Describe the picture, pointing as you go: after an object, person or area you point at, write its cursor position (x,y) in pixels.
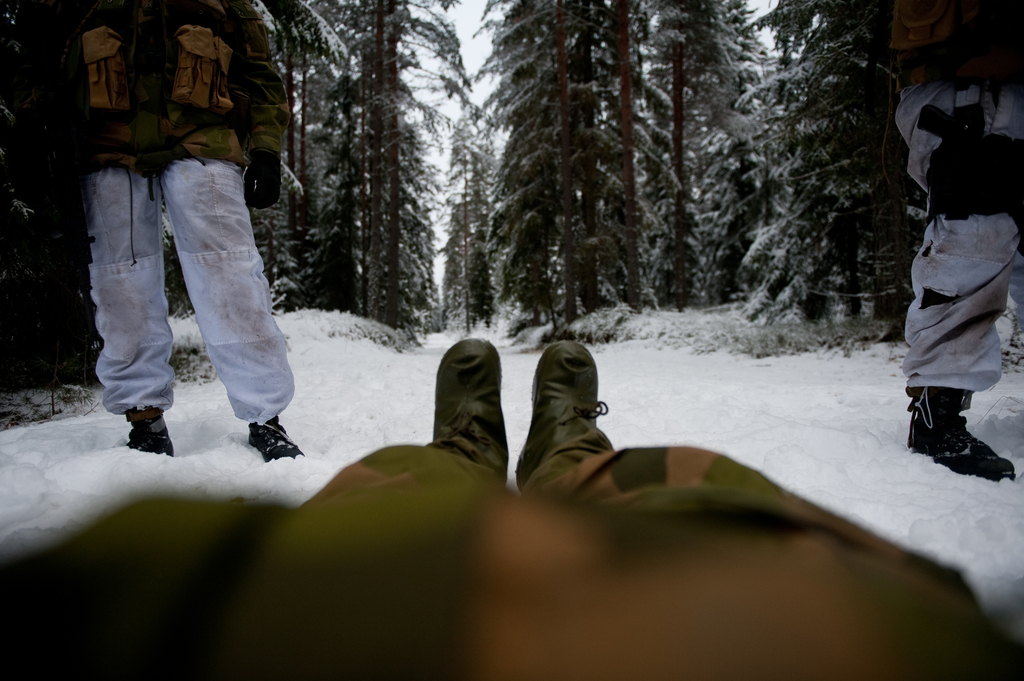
In front of the image there is a person (552,519) lying on the surface of the snow (973,532). In front of him there are two people (928,445) standing. In the background of the image (610,239) there are trees (859,21) and sky (479,68).
